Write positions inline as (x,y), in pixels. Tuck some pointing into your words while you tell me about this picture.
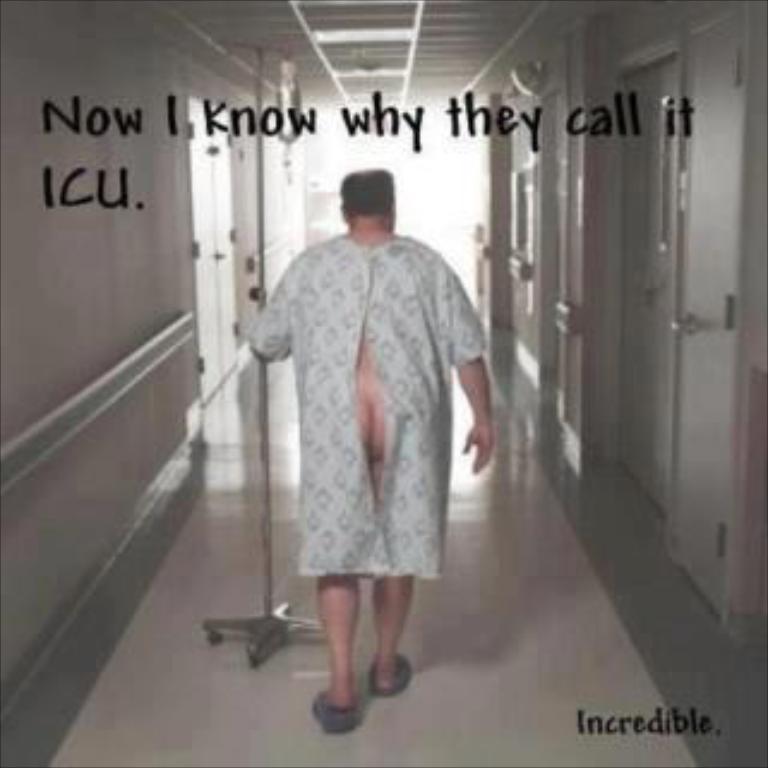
In this image we can see a person (359,323) wearing white color dress (363,292) walking through the floor (299,673), holding a stick (260,146) in his hands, there are some doors (221,185) on left (211,332) and right side of the image (718,128).
